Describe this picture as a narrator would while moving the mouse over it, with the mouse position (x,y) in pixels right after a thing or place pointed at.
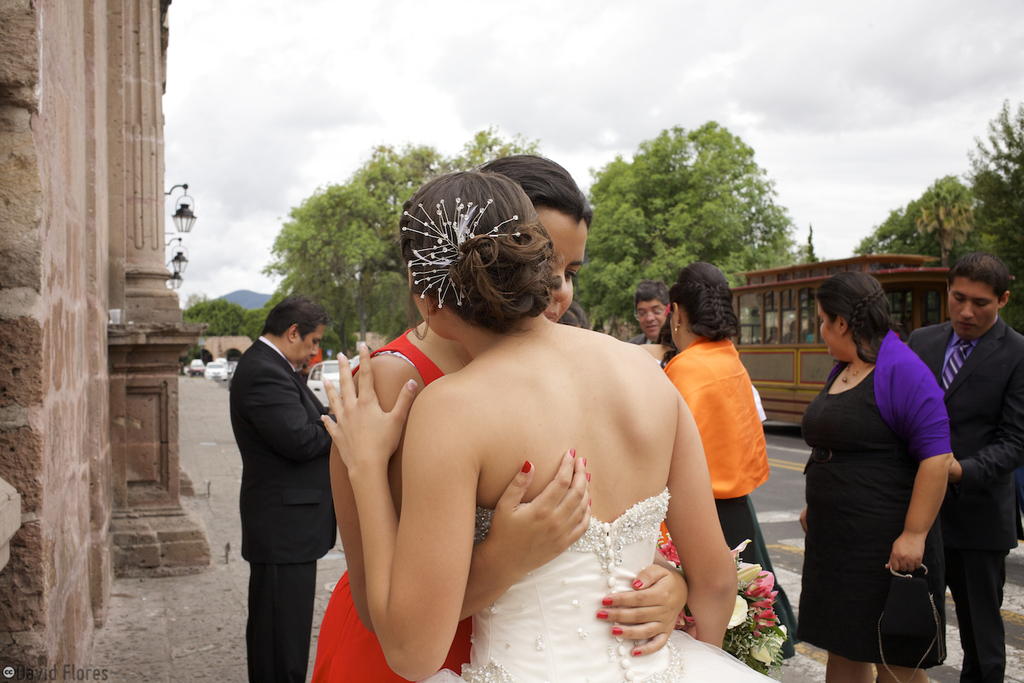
In this image we can see a group of people (697,442) standing on the ground (157,600). One woman (499,474) is wearing a white dress (593,643). One person (978,385) wearing a black coat (978,385) with a tie (949,375). In the background (789,387), we can see a vehicle (909,286) parked on the road (787,438), a building (111,221), group of trees (357,306), a group of vehicles (215,369), a bridge (215,339) and a cloudy sky (737,121).
